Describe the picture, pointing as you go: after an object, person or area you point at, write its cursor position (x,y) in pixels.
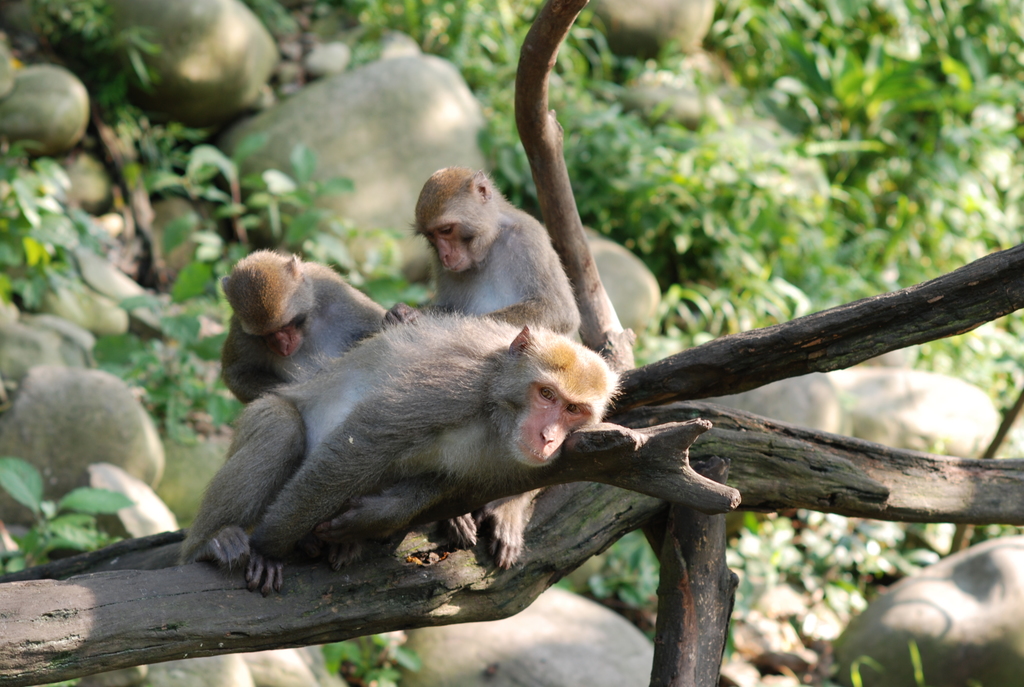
In this image there are monkeys (350,436) on the wooden trunk (689,445). Background (504,58) there are rocks (44,325) and plants (1013,391) on the land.
